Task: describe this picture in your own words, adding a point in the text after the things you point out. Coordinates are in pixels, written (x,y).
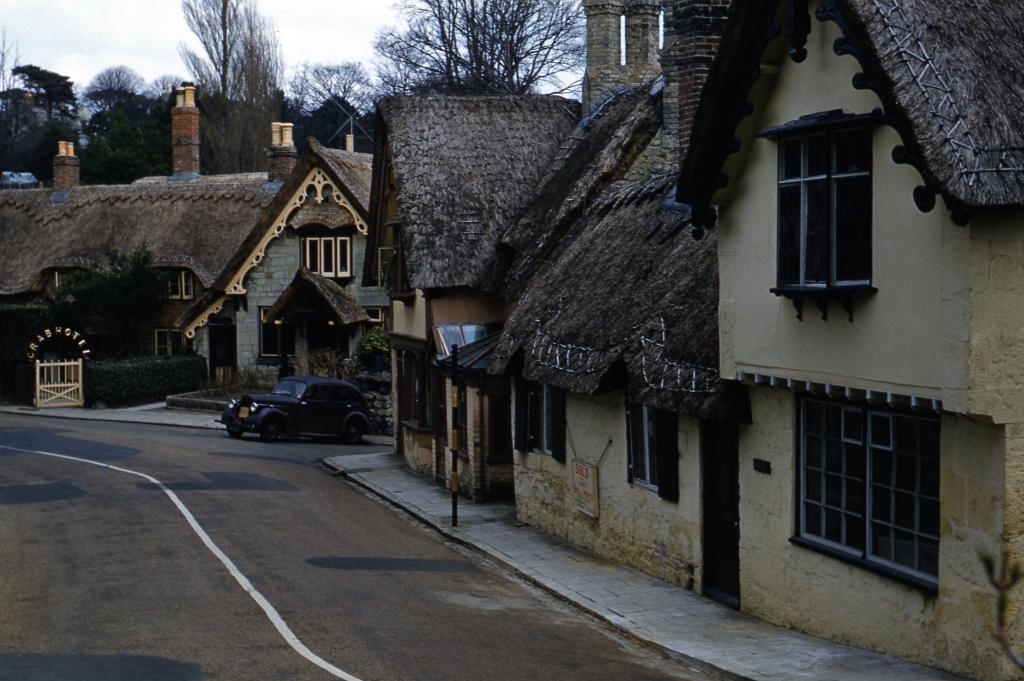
In the image there is a road (291,518) on the left side (252,499), on the right side (808,302) there are homes (412,309) with a car (322,418) in the middle (354,399) and behind it there are trees (229,114) and above its sky (113,39).
